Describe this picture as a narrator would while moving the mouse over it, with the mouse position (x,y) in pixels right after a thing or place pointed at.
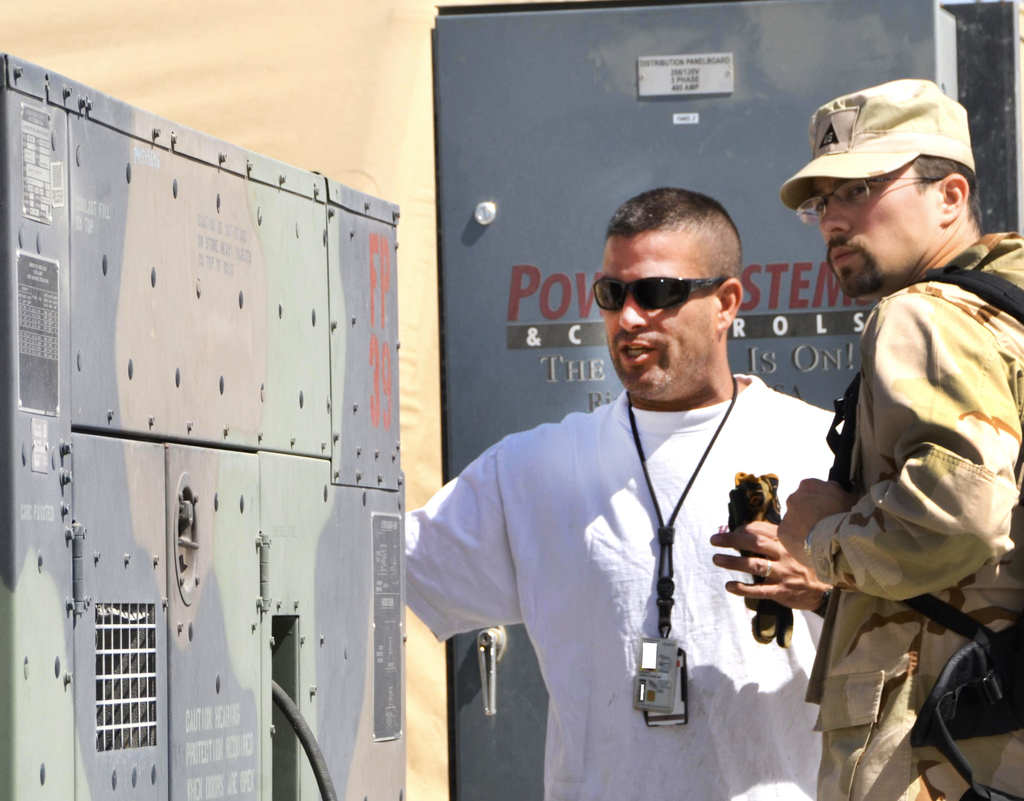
In this picture there is a man (718,340) who is wearing goggles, t-shirt (630,510), and cards (669,666). Besides him there is another man (972,228) who is wearing cap (821,144), spectacle (836,195), shirt (951,421), bag (1022,639) and trouser (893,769). Both of them are standing near to the electric box (222,571). In the back (510,387) I can see something is written on the steel door (782,264).
